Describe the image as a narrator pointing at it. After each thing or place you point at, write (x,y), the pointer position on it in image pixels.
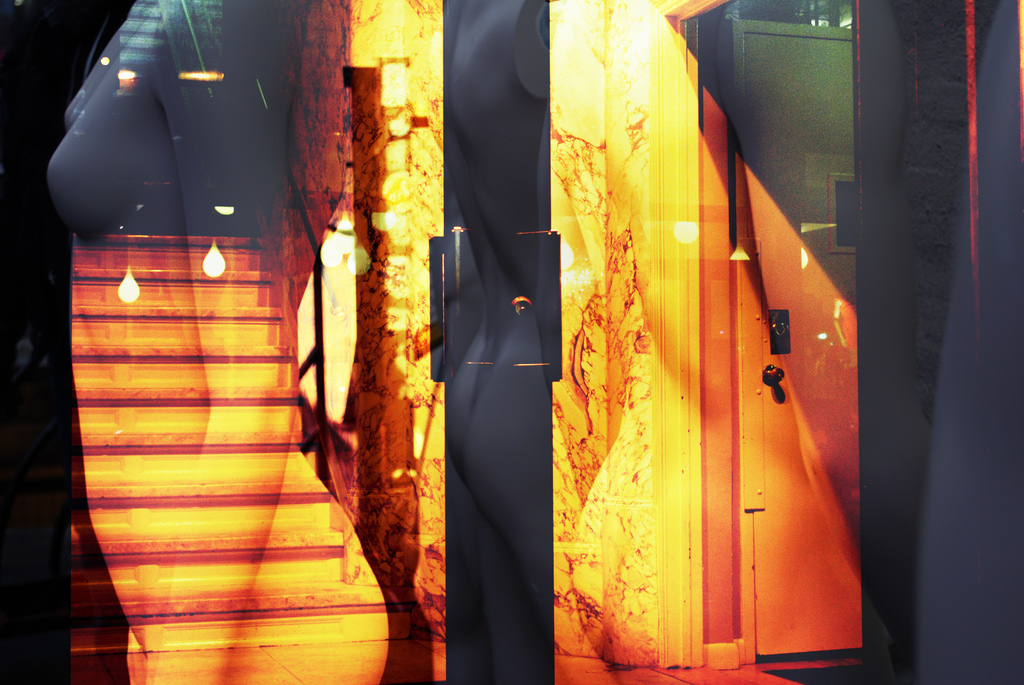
In this image, we can see a door (852,296) and there are some lights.
